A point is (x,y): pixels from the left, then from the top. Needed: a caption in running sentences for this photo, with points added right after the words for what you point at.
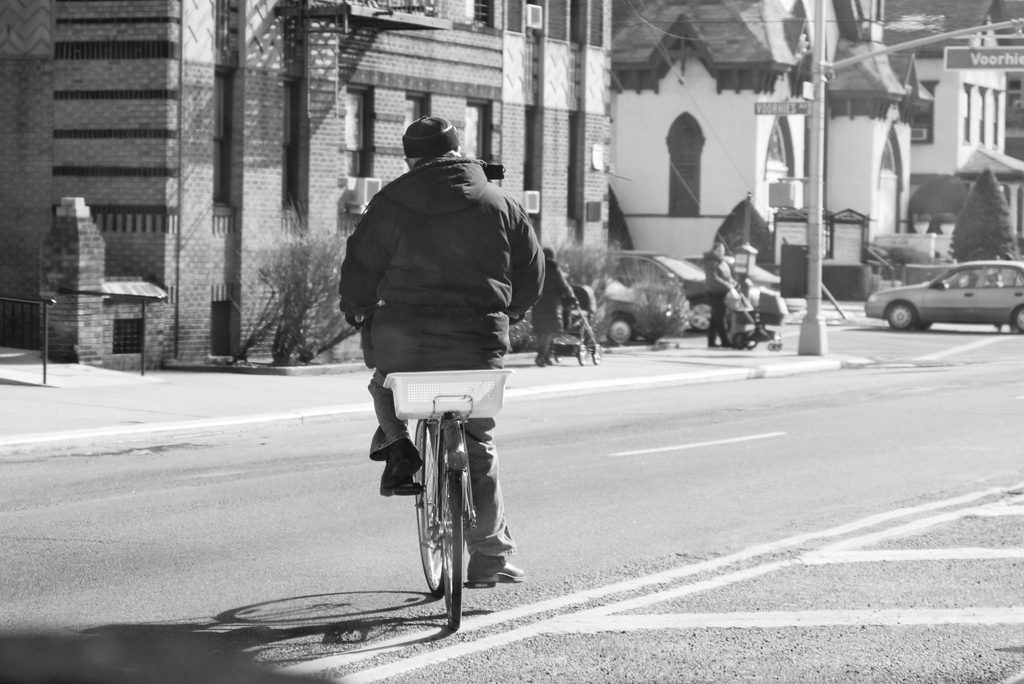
In this picture there is a man (420,305) riding a bicycle (442,472) on the road (391,607). There is a building (329,190) in front of him. In the background (718,324) there are some people (549,338) walking. There is a pole (814,277) and a car (921,309) parked in front of these buildings (711,149). We can observe a plant (994,215) here.
